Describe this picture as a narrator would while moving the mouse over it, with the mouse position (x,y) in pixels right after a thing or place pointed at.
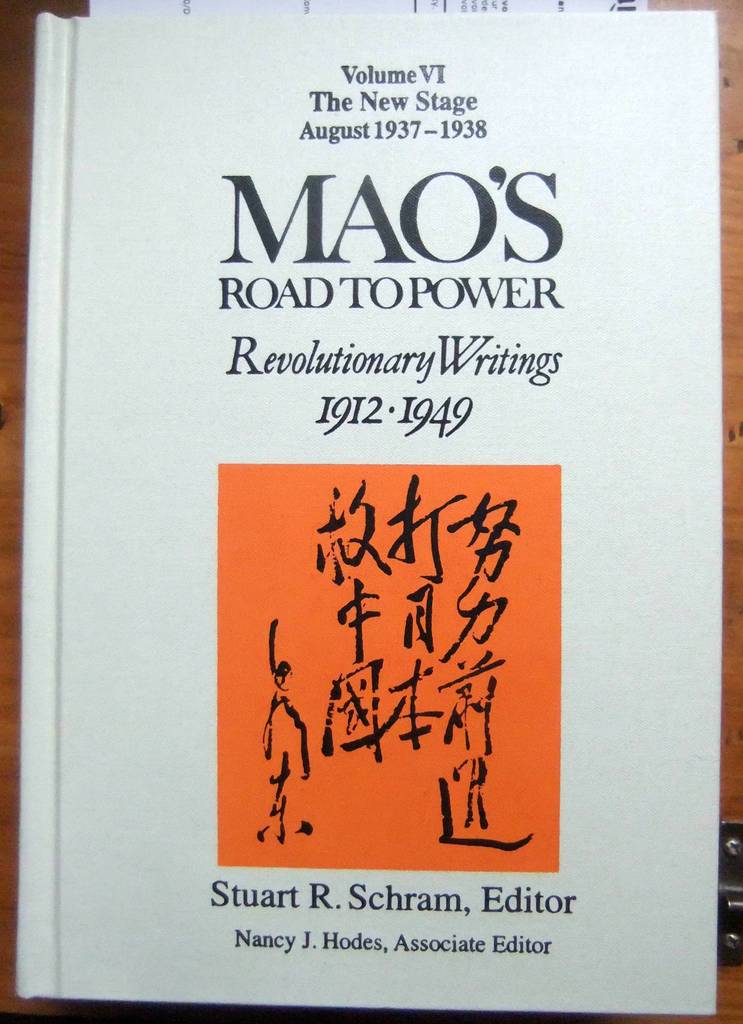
In this image there is a paper (370,408) with some text (376,355) written on it.
